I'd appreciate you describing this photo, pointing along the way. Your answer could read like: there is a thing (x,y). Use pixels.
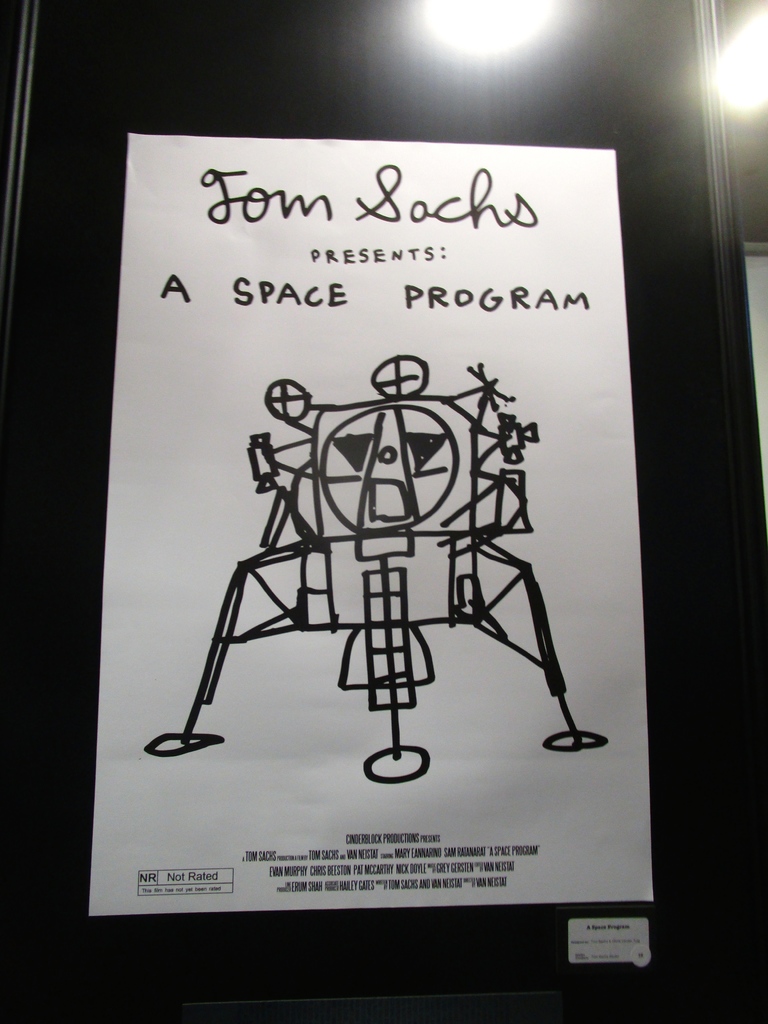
In this picture we can see a poster (201,823) on a black surface (376,88), lights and on this poster (593,611) we can see a drawing (339,551) and some text (258,188).
